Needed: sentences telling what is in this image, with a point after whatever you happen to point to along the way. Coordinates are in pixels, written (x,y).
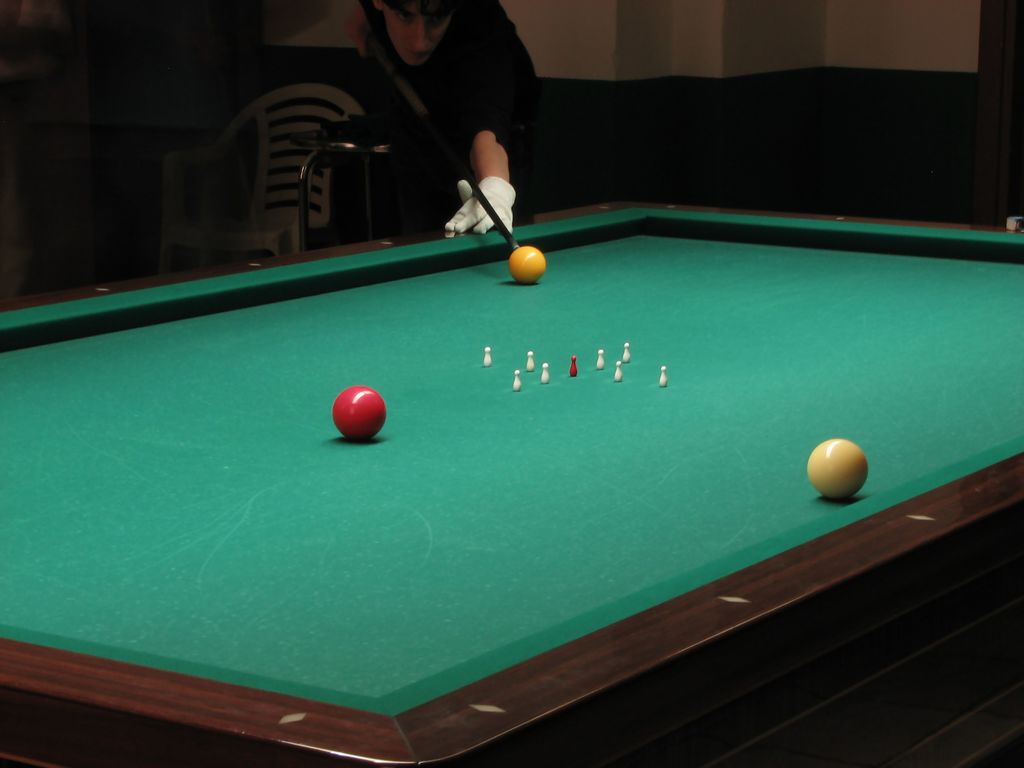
In the image there is a snooker table (813,291) on it there are balls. on the middle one person (443,99) wearing black dress (461,145) and white glove (487,190) is holding a stick (368,38). He is playing snooker. In the background (261,159) there are chairs (291,195) and wall (234,90).
